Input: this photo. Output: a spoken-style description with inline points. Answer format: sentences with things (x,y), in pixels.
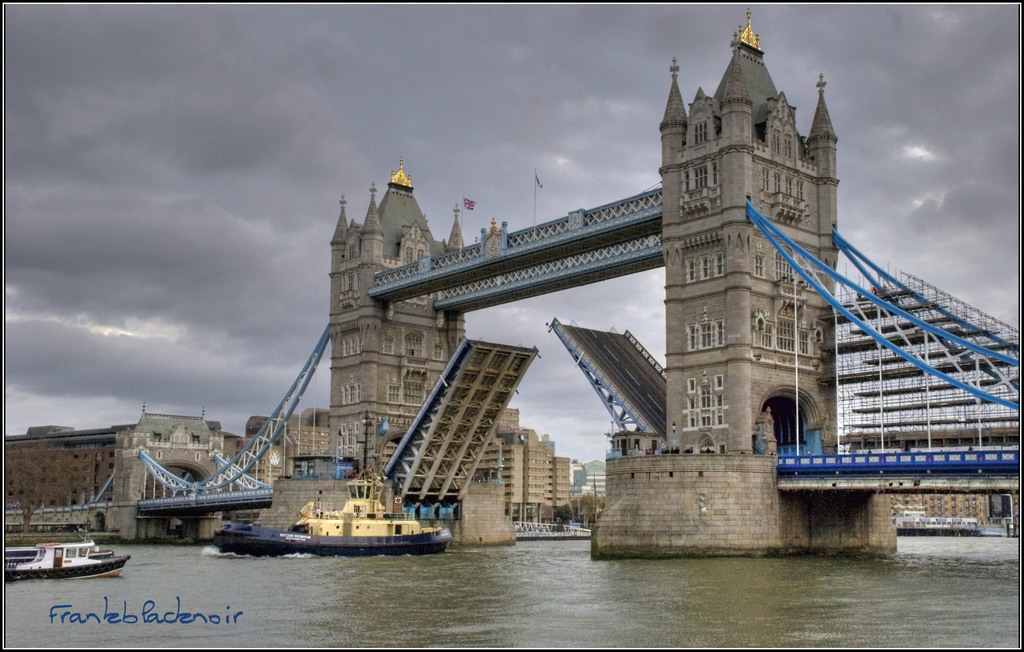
In this image I can see few buildings (516,413), windows (549,475), bridge (764,446), sky (356,208) and few ships (432,533) on the water surface (554,590).
